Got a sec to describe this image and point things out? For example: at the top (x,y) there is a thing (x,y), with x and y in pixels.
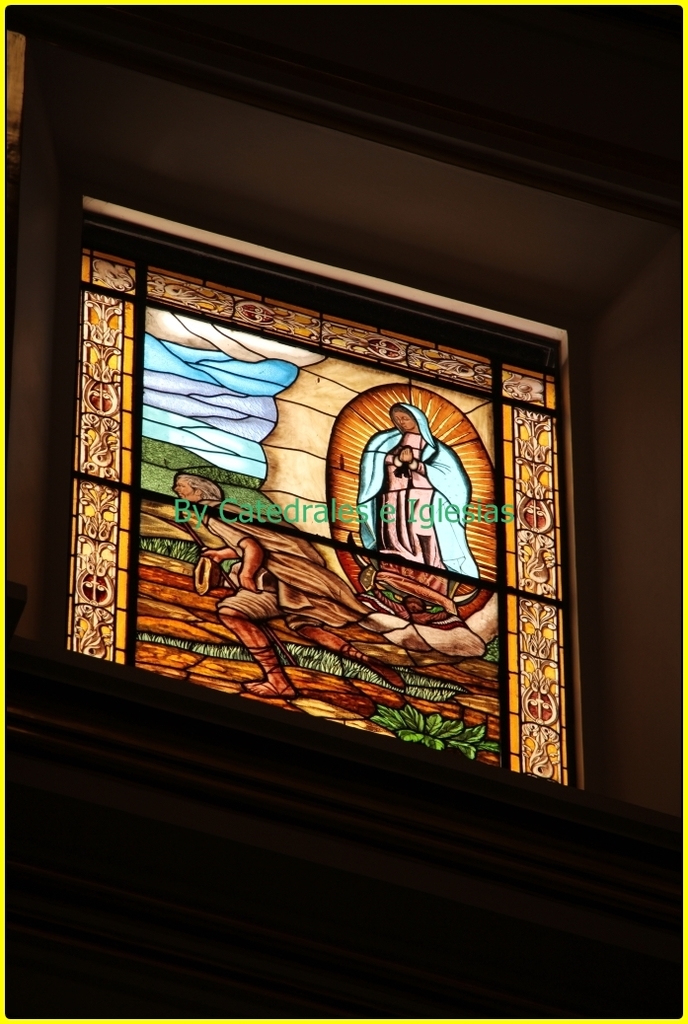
It is a glass window (388,547), there is the painting (372,517) of human (300,568), trees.
